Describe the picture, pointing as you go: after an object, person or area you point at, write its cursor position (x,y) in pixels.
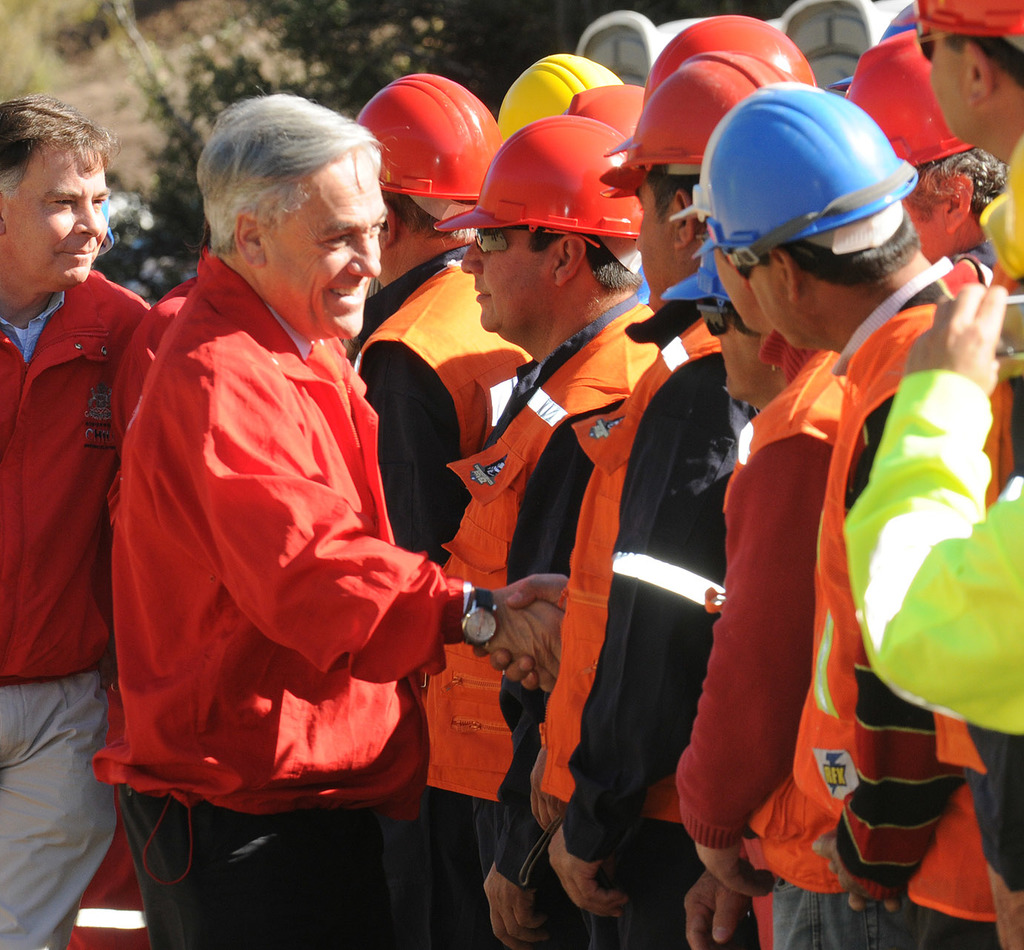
In this picture we can see two people (300,319) shaking their hands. We can see a person (950,311) holding a camera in hand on the right side (942,357). There are few trees (519,41) in the background (519,41).
